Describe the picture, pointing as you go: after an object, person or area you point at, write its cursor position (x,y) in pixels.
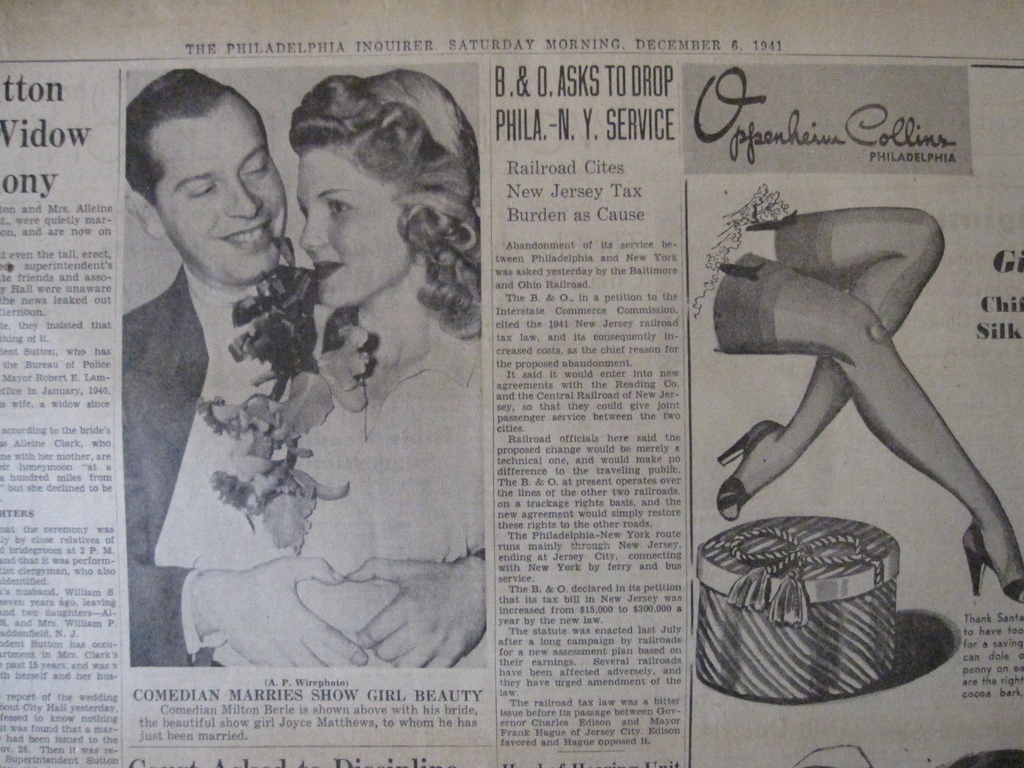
In this image I can see a paper (264,501) and on it I can see something is written. I can also see a photo (184,117) of a man (163,389) and a woman (398,357) on it. I can see this image is black and white in colour. Here I can see smile (333,261) on their faces (315,235).
